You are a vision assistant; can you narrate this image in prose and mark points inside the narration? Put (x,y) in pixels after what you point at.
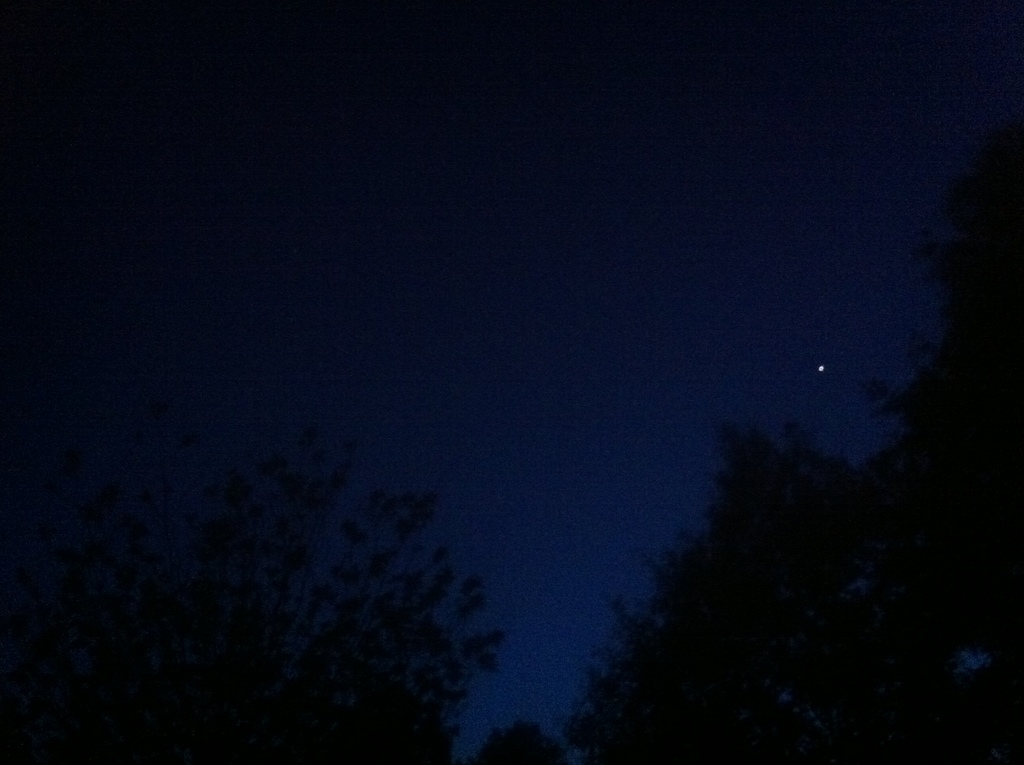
In this image, we can see some trees (451,663). There is a star (823,367) in the sky (516,313).
